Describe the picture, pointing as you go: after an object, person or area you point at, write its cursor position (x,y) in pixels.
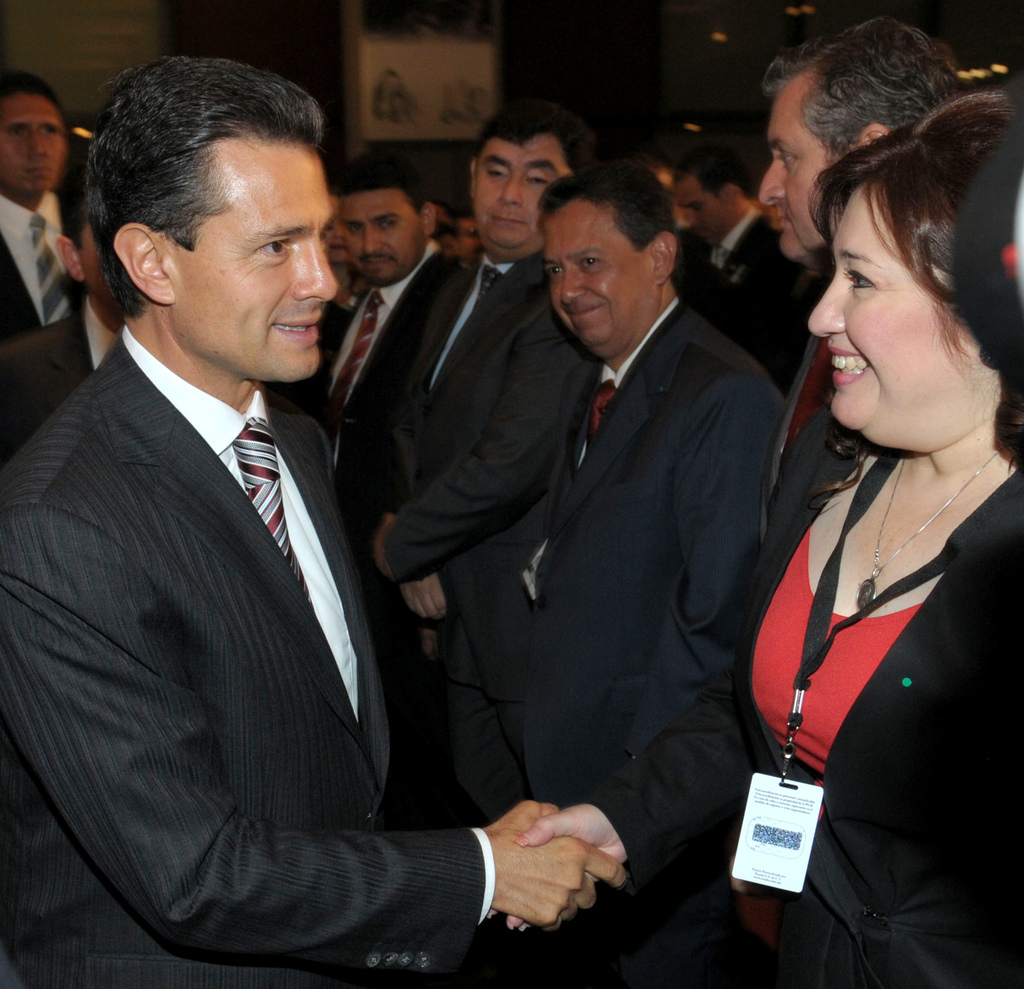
In this picture I can see few people (496,201) are standing and I can see a woman (719,722) is wearing a ID card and she is shaking hand (555,826) with a man (146,346).
